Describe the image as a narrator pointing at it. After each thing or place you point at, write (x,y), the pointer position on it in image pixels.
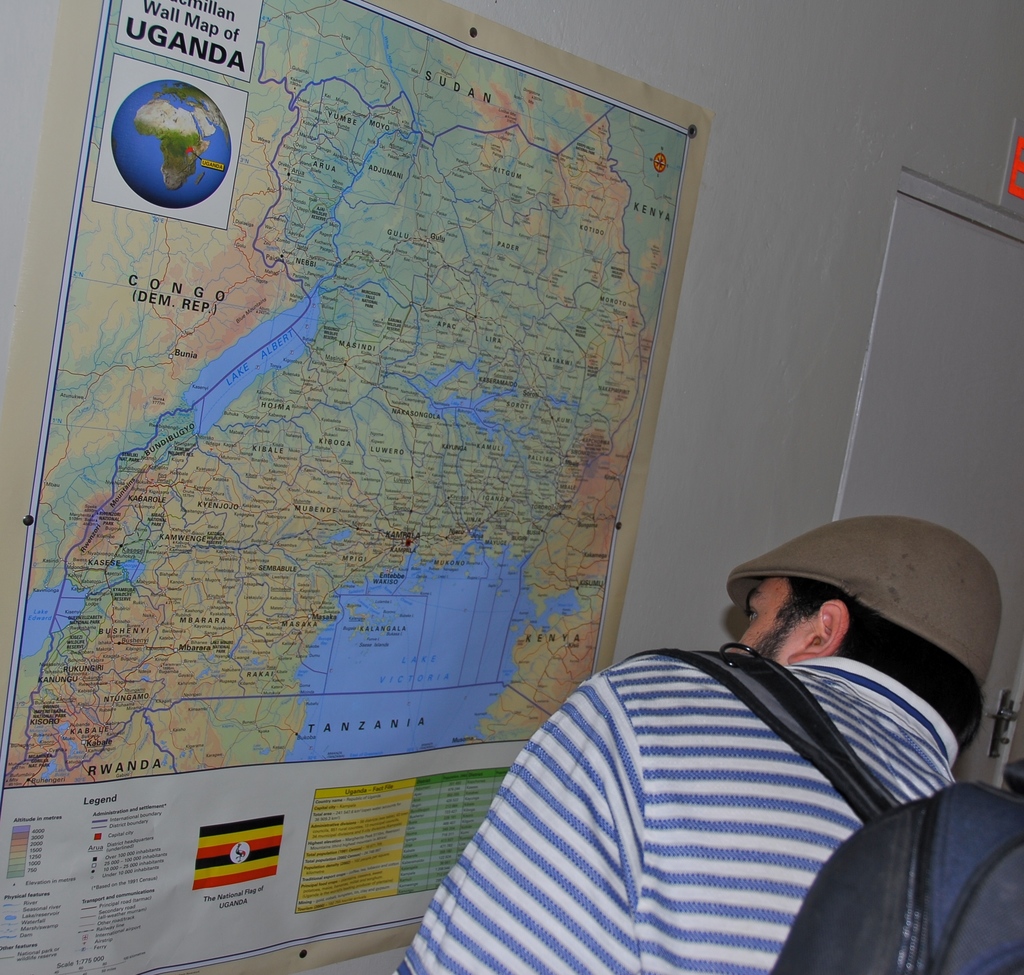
In this image we can see a man (590,847). We can also see a map (334,650) on a wall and a door (996,565).
